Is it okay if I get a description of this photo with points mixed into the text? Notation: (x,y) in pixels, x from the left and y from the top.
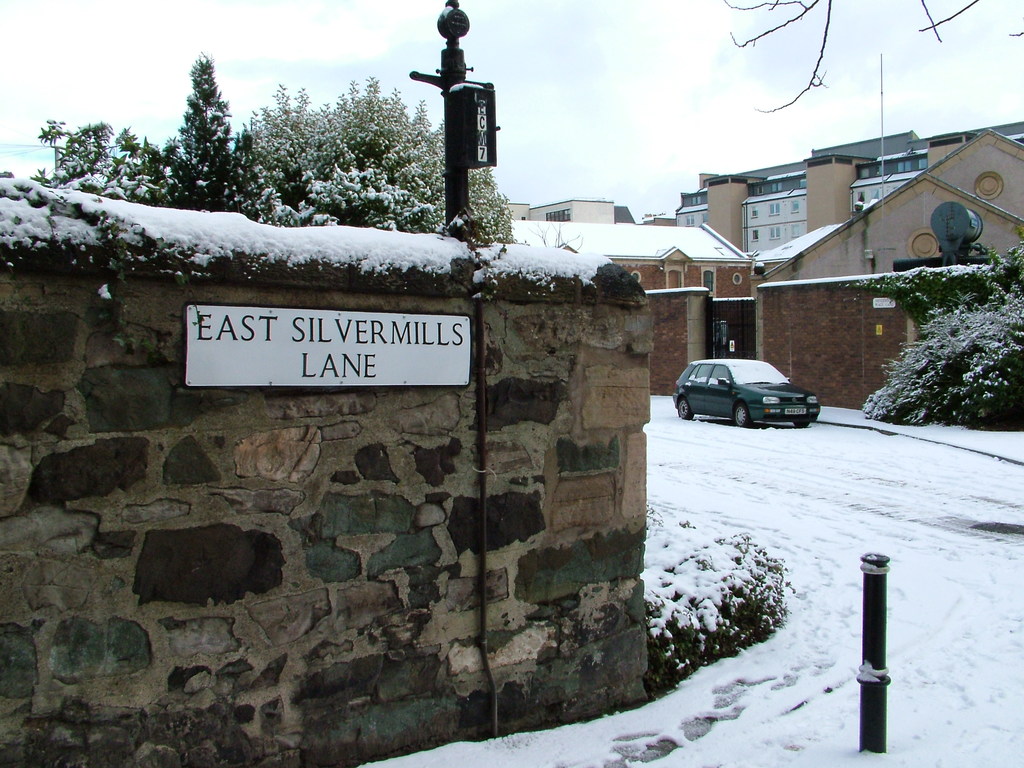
In this image I can see a white color board (219,315) attached to the wall (138,322), background (1004,287) I can see trees (314,205) covered with snow (890,389), a car (774,374) in green color, few buildings (795,222) in brown and cream color and the sky (671,104) is in white color.
